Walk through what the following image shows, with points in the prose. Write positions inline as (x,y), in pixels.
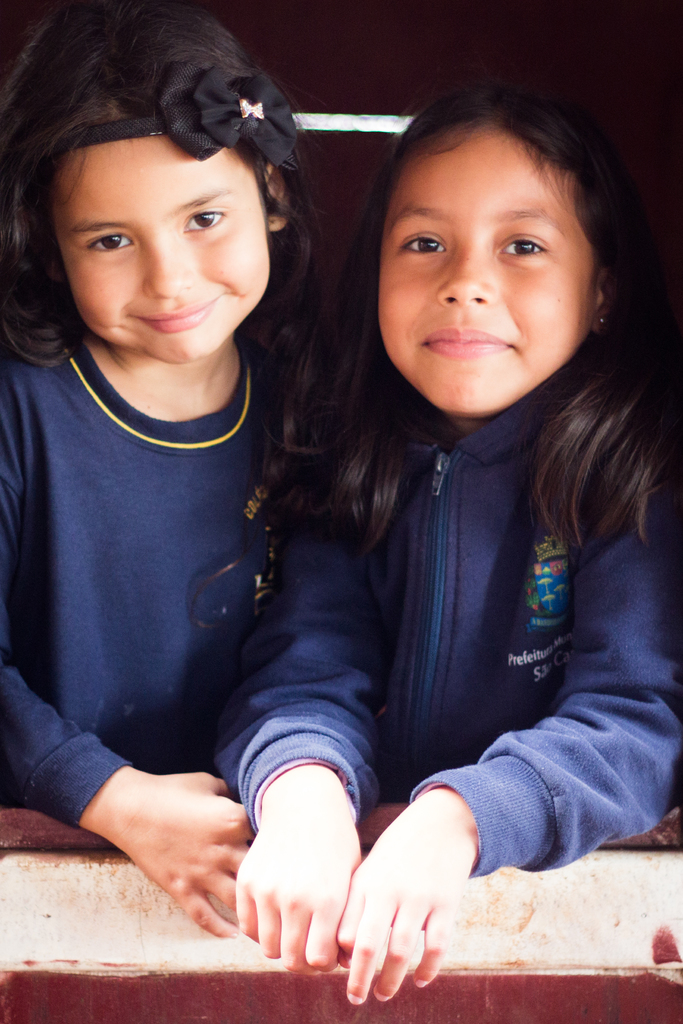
This image is taken indoors. At the bottom of the image (549,943) there is a wall (271,993). In the middle of the image (323,482) there are two girls (243,299) with smiling faces (243,183).
